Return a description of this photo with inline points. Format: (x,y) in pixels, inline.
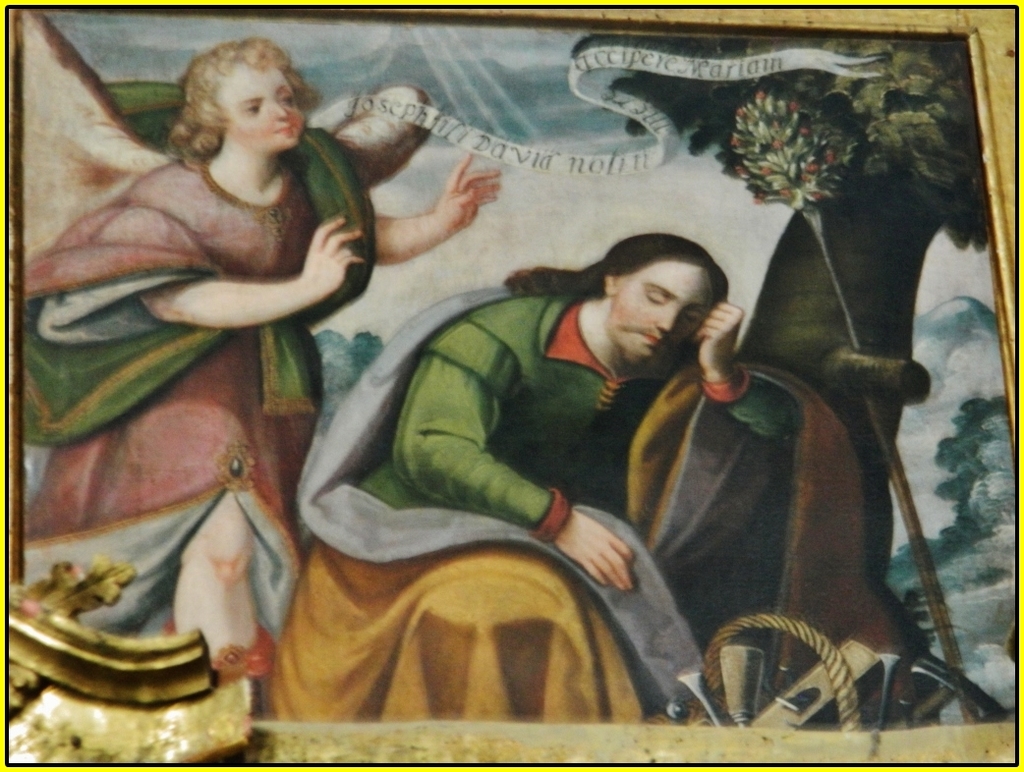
In this image there is a picture frame (749,484). On the picture frame (243,520) there are paintings (282,304) of a woman (270,331) and a man (425,482). The man (569,440) is leaning on a tree (866,285). There is tree (820,305) beside him. In the background (966,491) there are plants (318,341). Above them there is text (419,108) on the ribbon (680,69).
